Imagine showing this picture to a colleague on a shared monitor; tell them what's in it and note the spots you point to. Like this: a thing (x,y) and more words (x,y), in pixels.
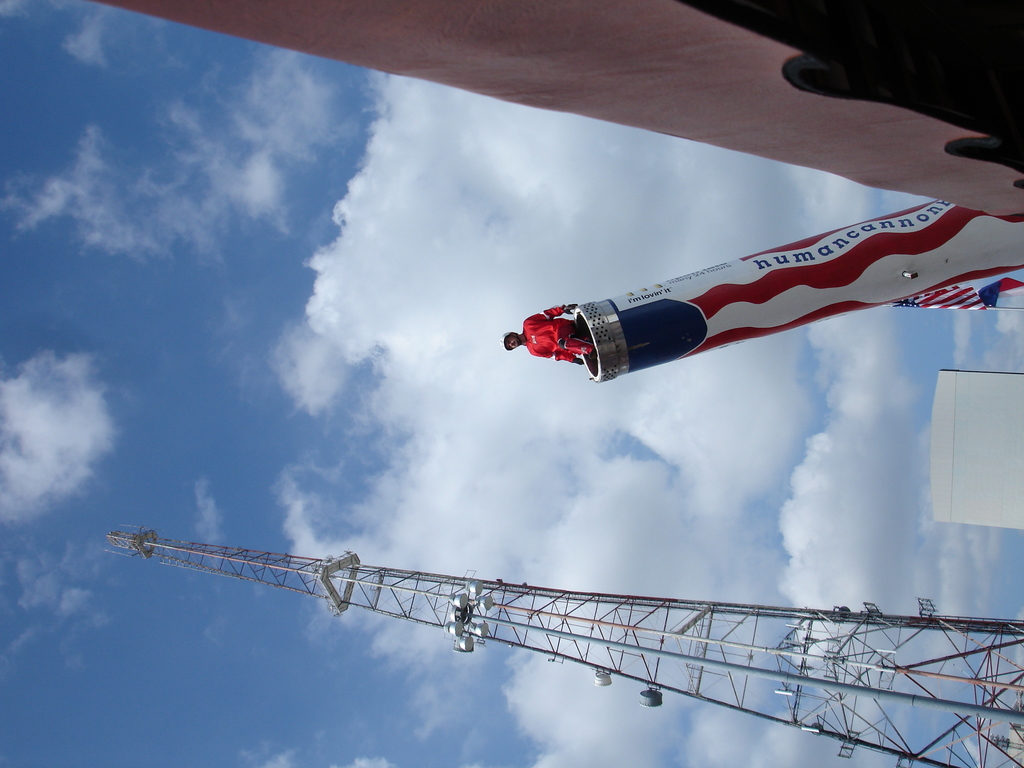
In this image I can see the tower (589,660). To the side I can see the person (563,351) on the cannon (616,359). The person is wearing the red color dress (531,345) and helmet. To the right (828,96) I can see the brown color object (935,130) and the flag (941,308). In the background (513,319) I can see the clouds (46,208) and the sky (77,304).
